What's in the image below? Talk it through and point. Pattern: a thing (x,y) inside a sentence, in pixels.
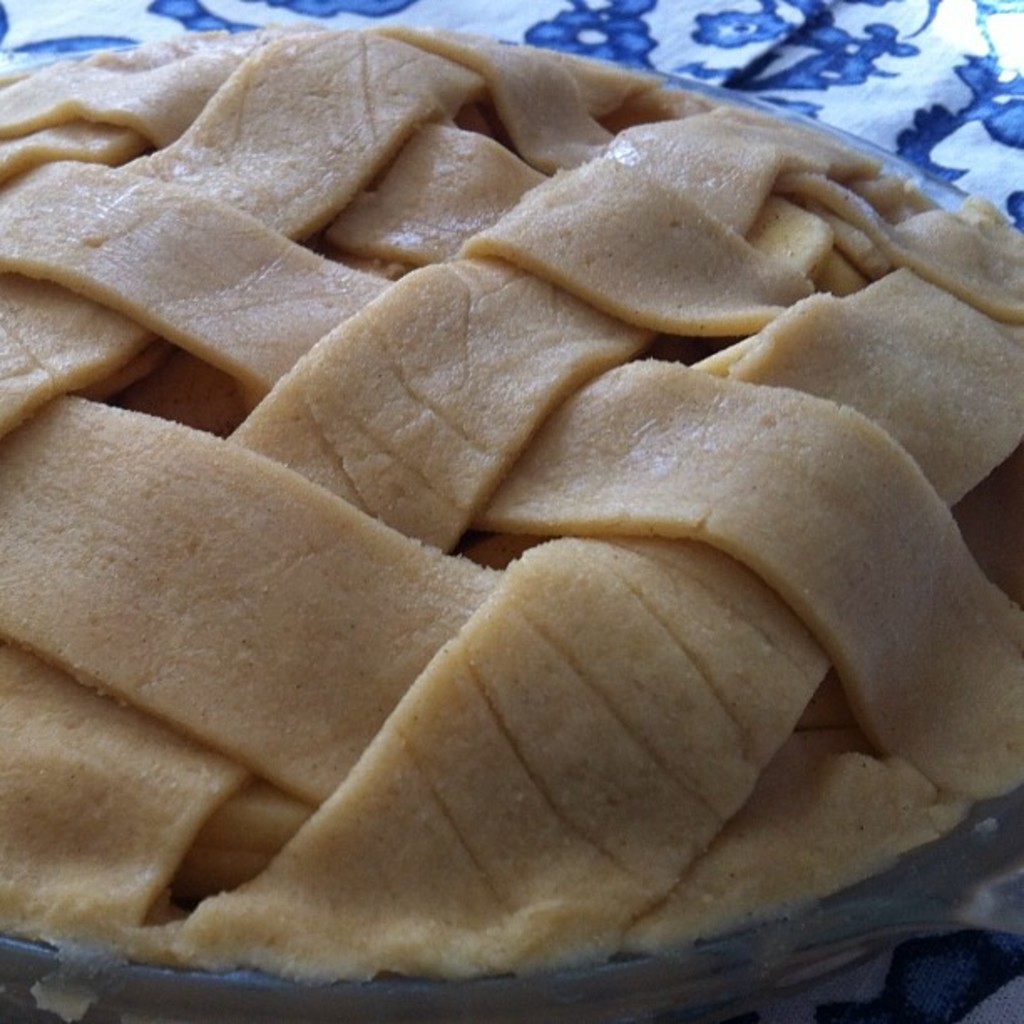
In the image in the center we can see one table (938,44). On the table (798,91), we can see one cloth (299,13) and one plate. In plate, we can see some food item (646,215).
